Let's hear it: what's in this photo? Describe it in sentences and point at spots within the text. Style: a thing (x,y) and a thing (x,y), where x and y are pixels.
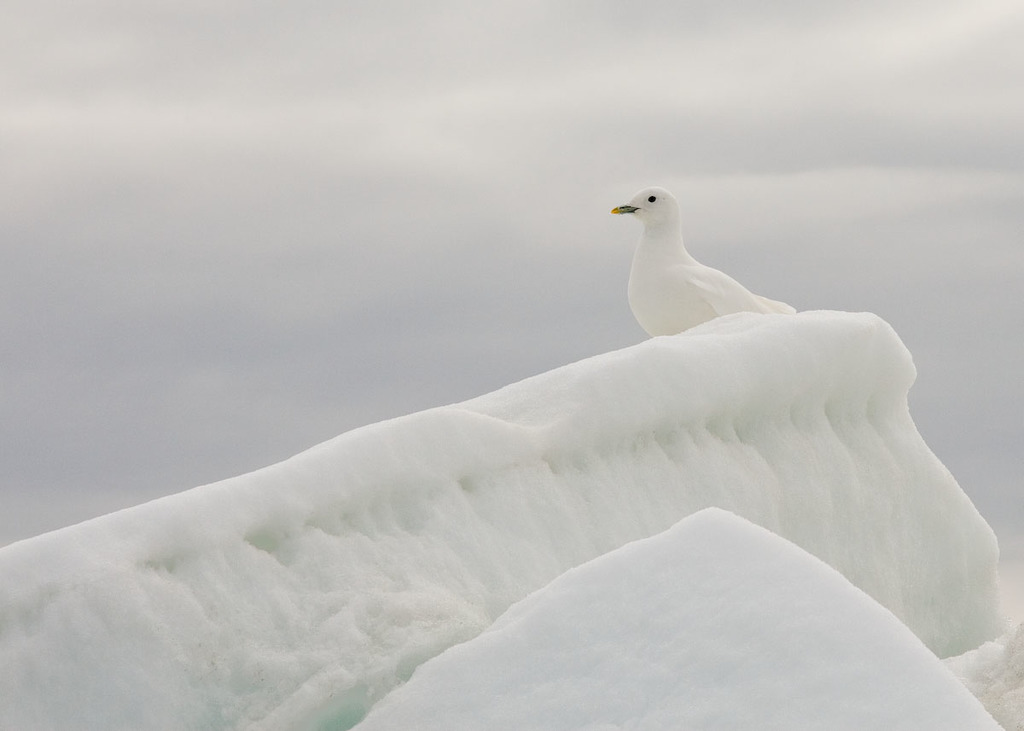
In the image we can see the white gull (647,266), snow (542,522) and the cloudy sky (228,224).
